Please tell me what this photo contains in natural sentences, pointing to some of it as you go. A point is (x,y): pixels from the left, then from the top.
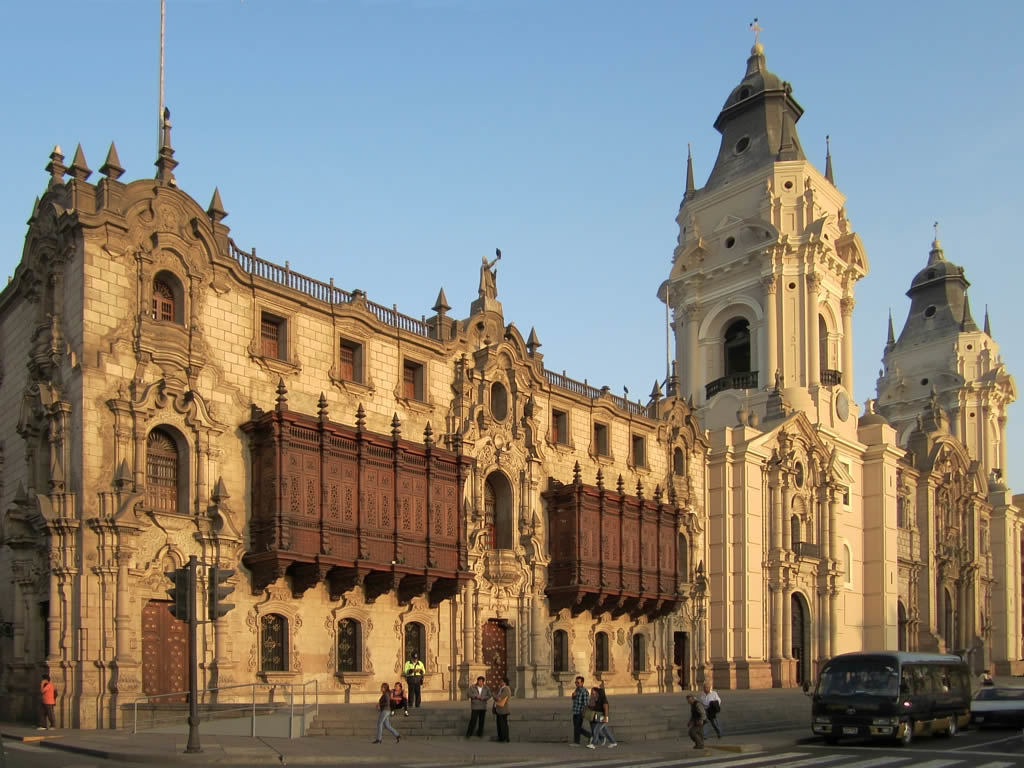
In the center of the image (381,345) there is a building (368,619) with windows (346,665). At the bottom of the image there are staircase (757,714). There are people (386,704) walking. To the right side of the image (816,747) there is a road (895,745) on which there are vehicles (920,678). At the top of the image (399,60) there is sky (517,130). To the left side of the image (191,744) there is a traffic signal (196,557).
